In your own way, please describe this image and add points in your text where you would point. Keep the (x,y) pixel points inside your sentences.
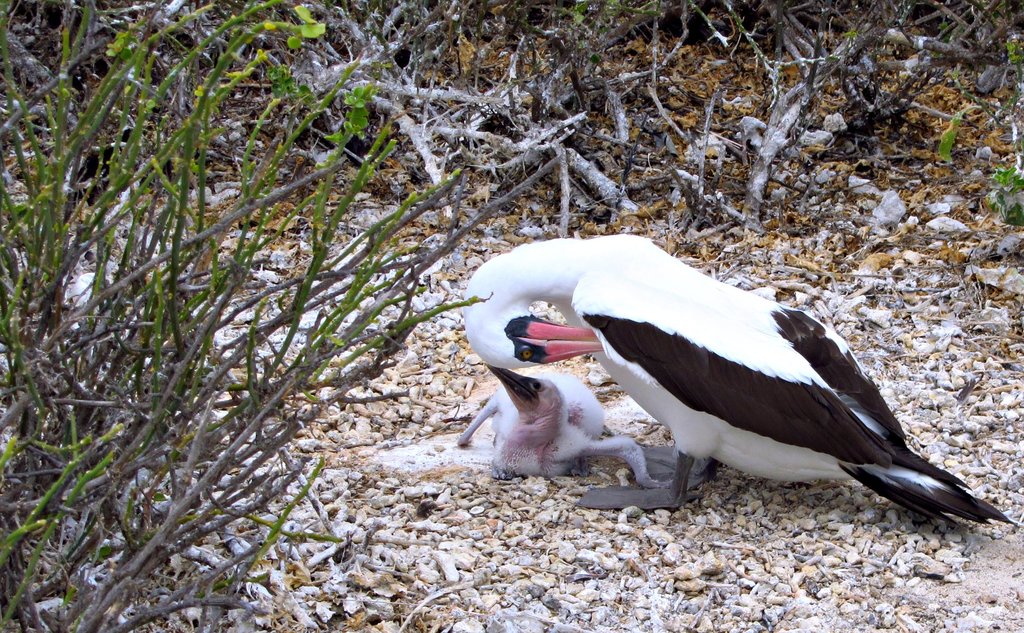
In this picture, it seems like a bird (633,389) and chick (506,425) on the stones (471,402) in the foreground area of the image (487,337), there are plants (367,84) on the left side (266,104) and in the background (338,171).
